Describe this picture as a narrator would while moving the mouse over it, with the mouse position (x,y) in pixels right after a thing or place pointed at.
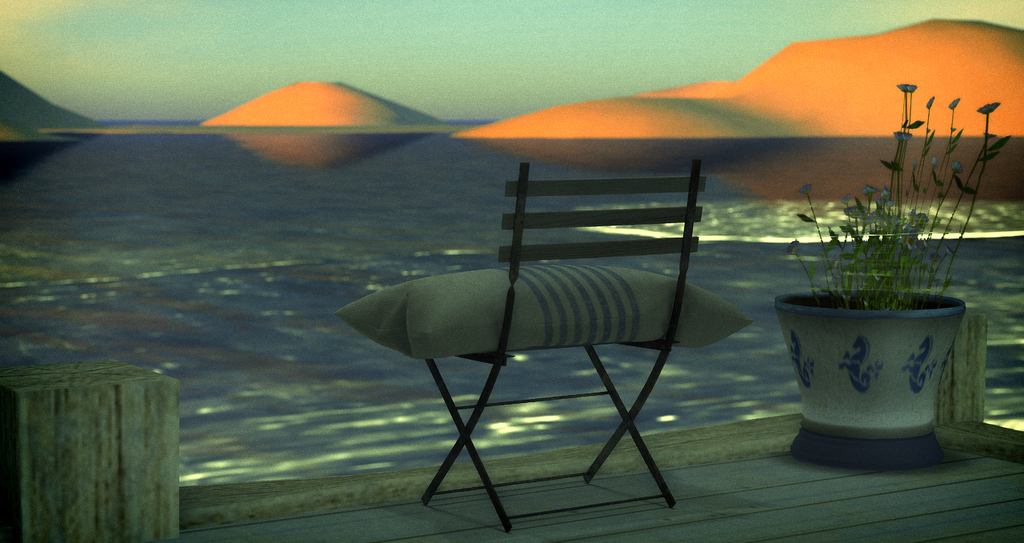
In the picture we can see a wooden path (946,482) on it we can see a chair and on it we can see a pillow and beside it we can see a plant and behind it we can see water (551,351) and far away from it we can see some sand hills (339,99) and sky (635,75).
